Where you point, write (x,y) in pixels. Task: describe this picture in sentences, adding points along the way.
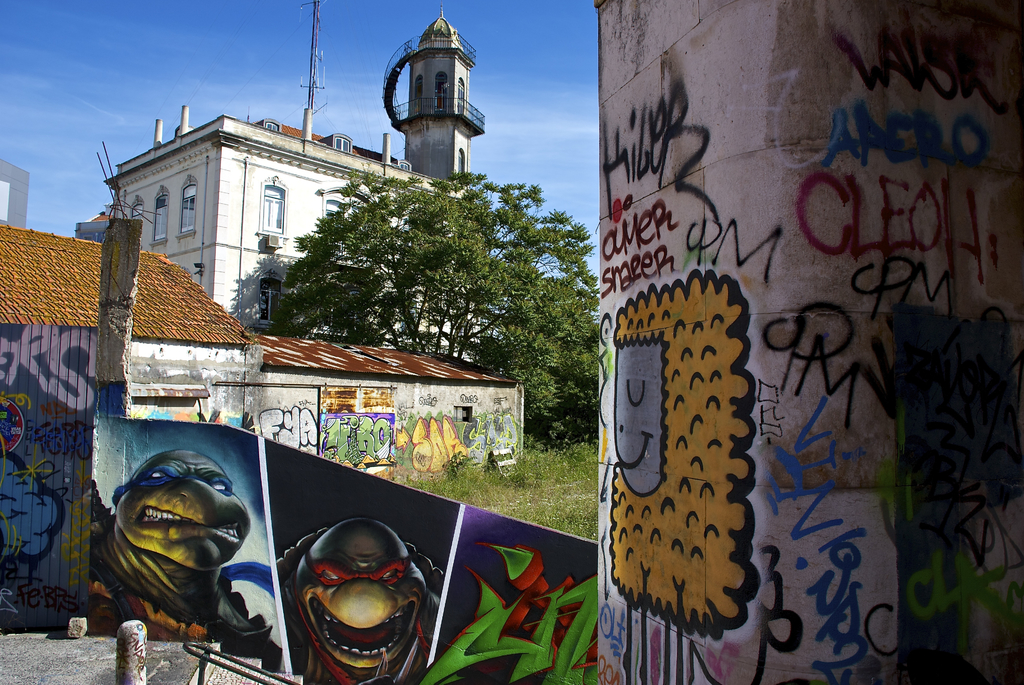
In this image there is a painting (405,559) on the wall (340,571). Bottom of the image (216,660) there is a staircase (212,677). Right side (699,424) there is a wall (780,156) having some text (725,249) and pictures (748,476) painted on it. Left side (148,370) there are houses (340,422) having some text (307,422) painted on it. Background (365,326) there are trees (401,278) and buildings (231,260). Top of the image (327,35) there is sky (579,184). There are plants (517,483) on the grassland (514,471).
